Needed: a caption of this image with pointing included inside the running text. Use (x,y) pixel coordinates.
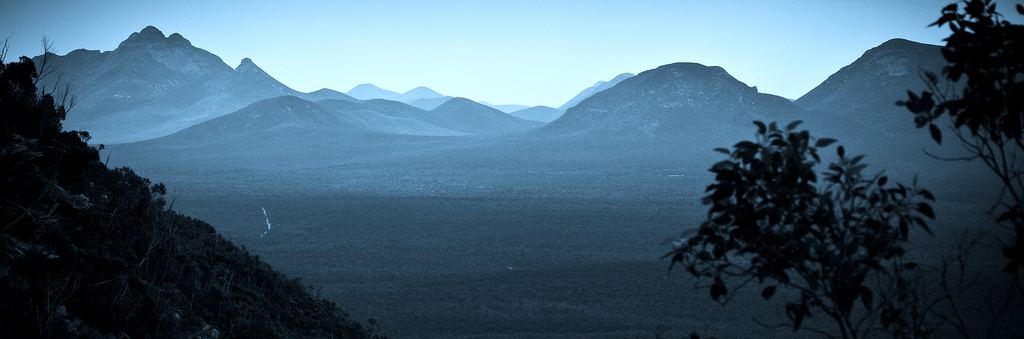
On the left (39,195) there are plants (112,273) on the ground (145,294) and on the right (812,247) there is a truncated tree (885,243). In the background (935,171) we can see mountains (218,82) and sky (322,65).
